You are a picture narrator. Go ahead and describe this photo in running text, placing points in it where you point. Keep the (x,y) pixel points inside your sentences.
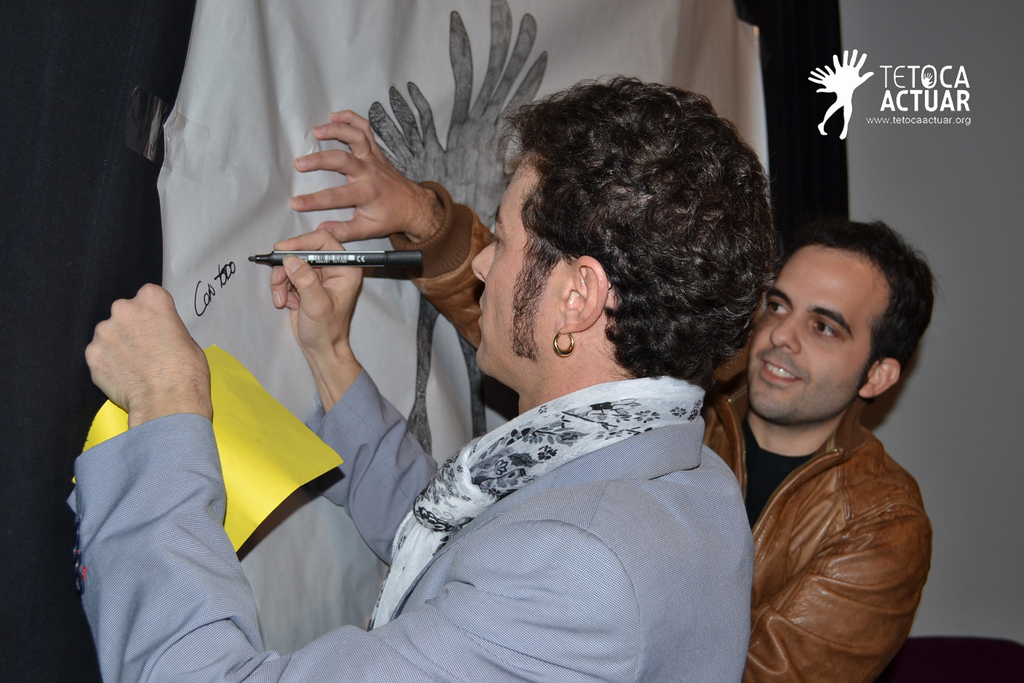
In the picture we can see two men (580,325) are standing and one man (503,308) is writing on the curtain (400,321) with a marker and besides the man (512,334) is holding the paper (322,463).
